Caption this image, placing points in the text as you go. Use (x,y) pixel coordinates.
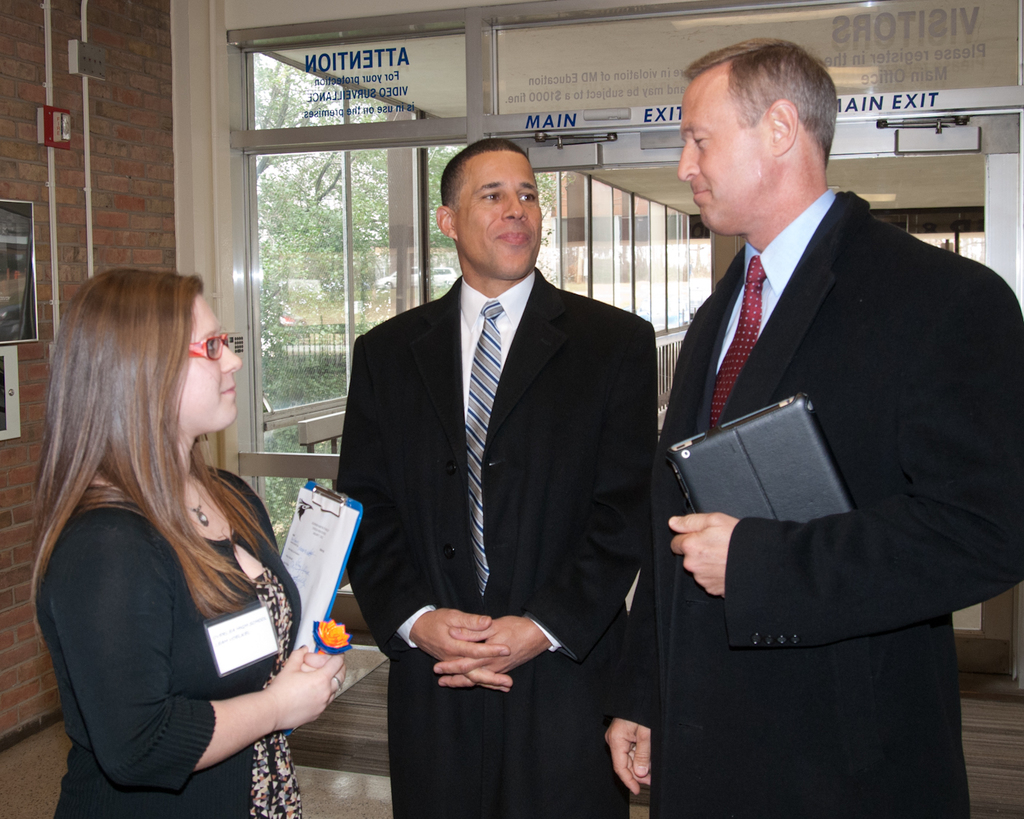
In this image we can see some people (460,460) standing on the floor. A man (765,573) is holding a laptop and a woman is holding a pad (314,648) and a flower (318,635). On the backside (137,223) we can see a wall (154,219), switch board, papers (6,207), windows (321,290) and trees (318,189).
